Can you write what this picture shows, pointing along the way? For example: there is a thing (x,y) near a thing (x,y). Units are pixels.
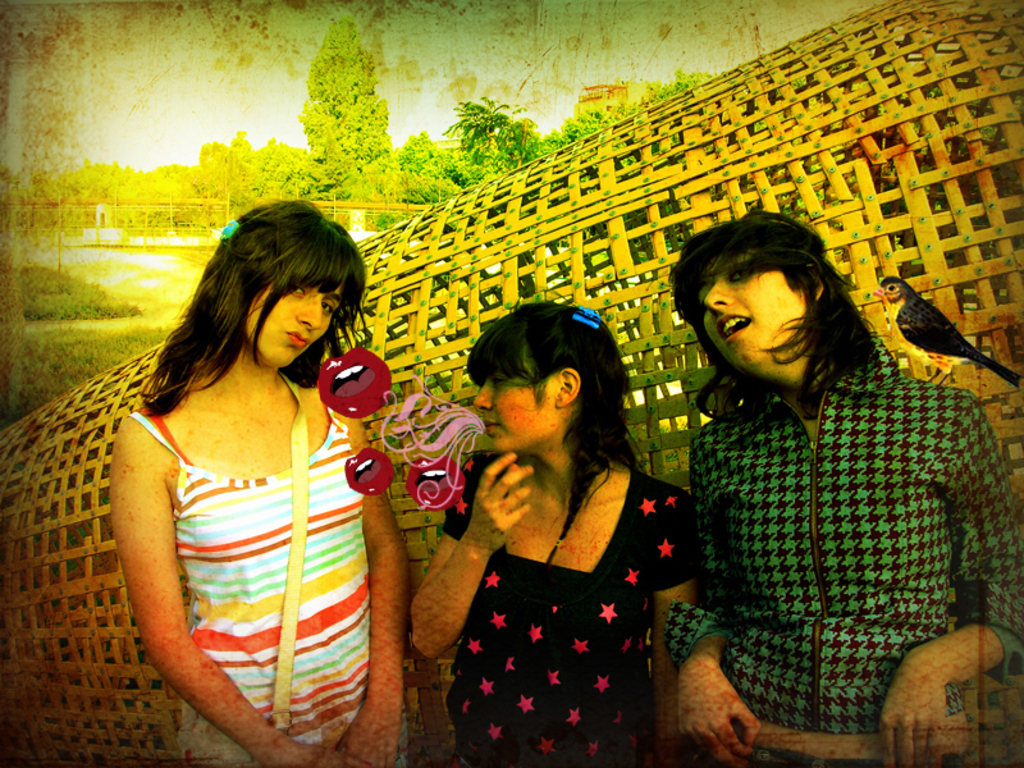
This picture is an edited picture. In this image there are three persons (772,491) standing. There is a bird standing on the green jacket person (875,554). At the back (525,117) there are trees (473,156) behind the fence (592,232). At the top (186,133) there is sky (176,105). At the bottom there is grass (125,312). There are stickers (350,399) of the lips (358,355) in the middle of the image (448,450).
